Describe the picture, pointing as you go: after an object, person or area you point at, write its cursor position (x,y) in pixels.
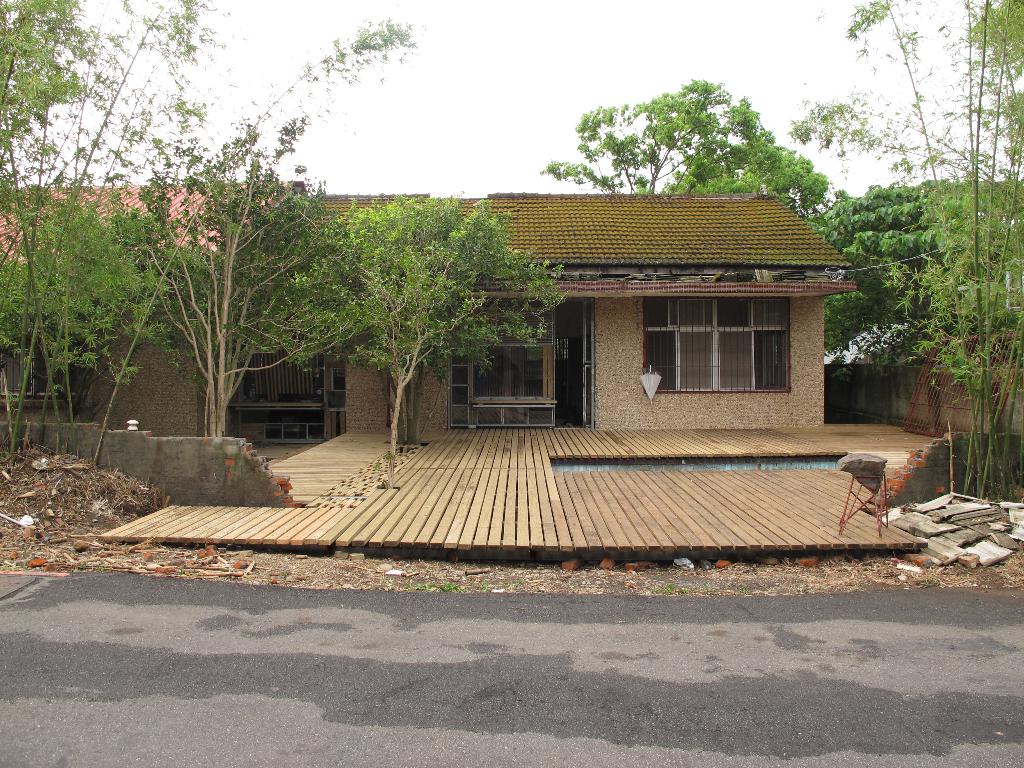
In this image we can see a house (649,331), trees (516,331), grill (953,405), umbrella (646,388) and sky (550,111).
